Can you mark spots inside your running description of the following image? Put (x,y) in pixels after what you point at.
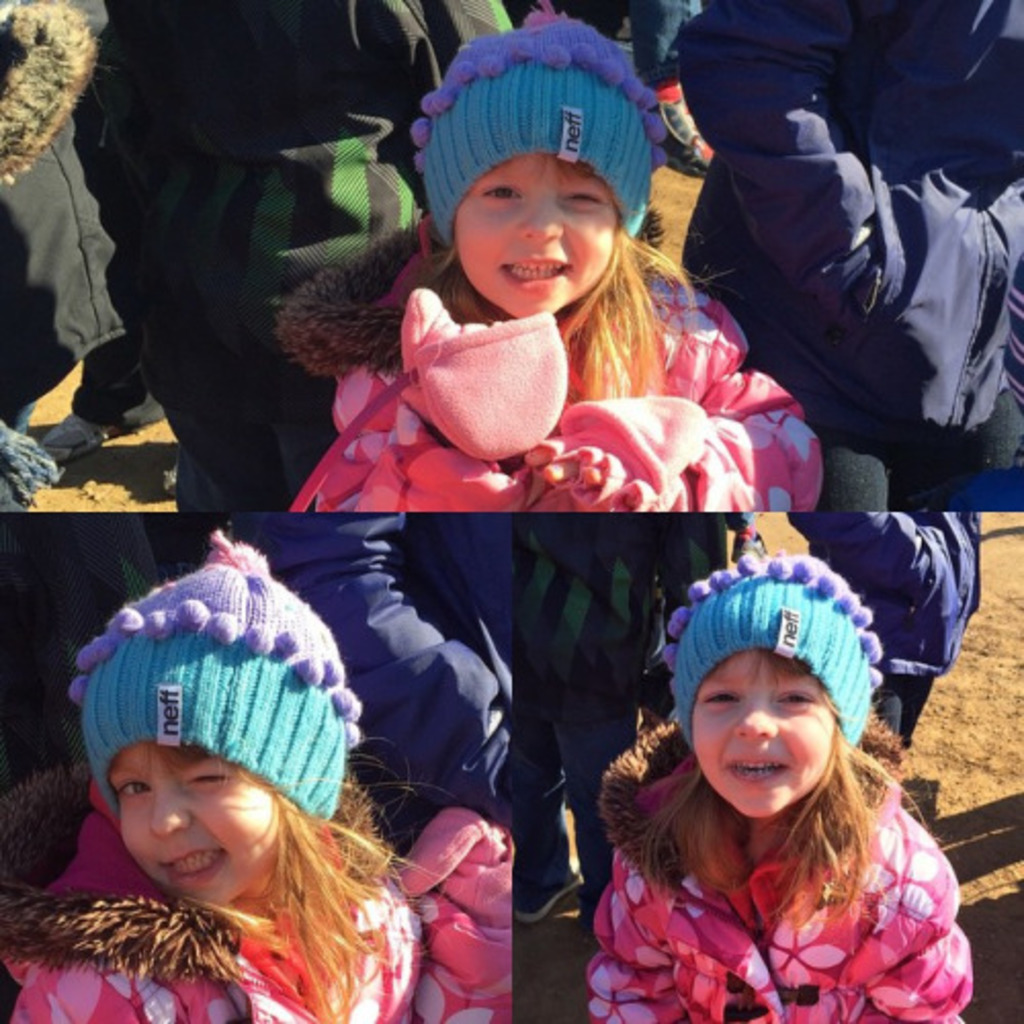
In the image I can see the collage of three pictures in which there is a little girl (532,260) wearing jacket (616,926), cap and behind there are some other people (406,659).
